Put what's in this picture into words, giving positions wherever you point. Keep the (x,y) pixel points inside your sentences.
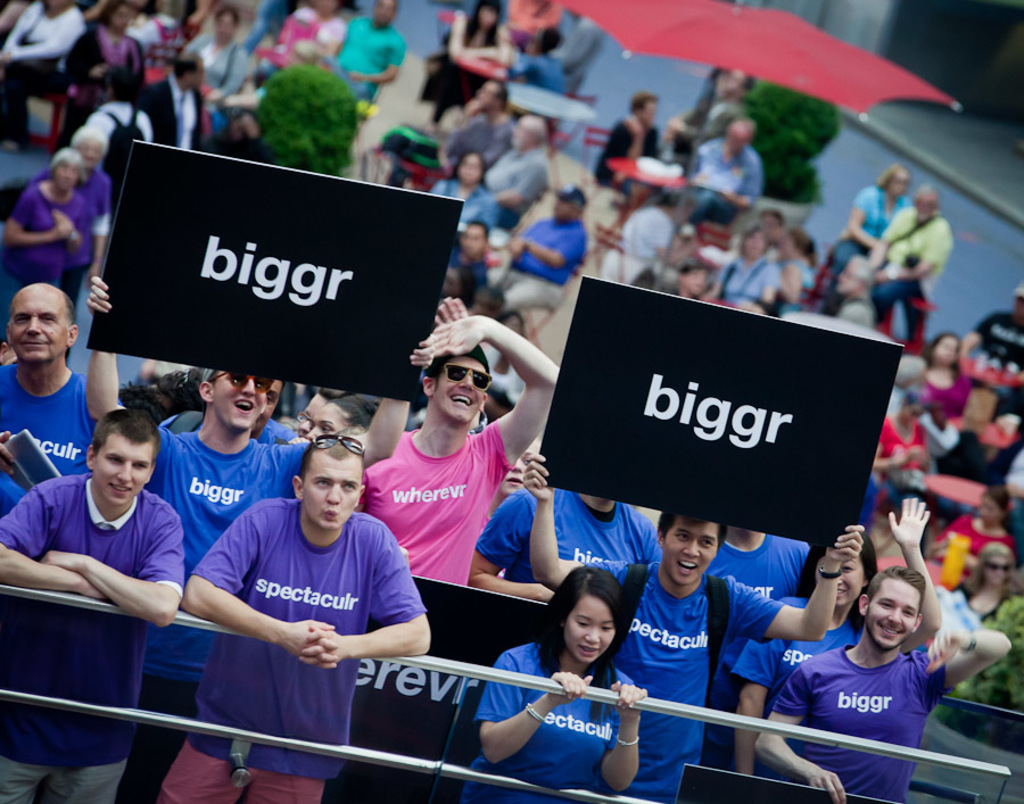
In this image we can see people (467,325). Some of them are holding boards (652,415). At the top (659,17) there is a parasol (774,47) and we can see plants (778,123). There are tables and chairs (410,170). In the background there is a wall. At the bottom (110,721) there is a railing (454,769).
